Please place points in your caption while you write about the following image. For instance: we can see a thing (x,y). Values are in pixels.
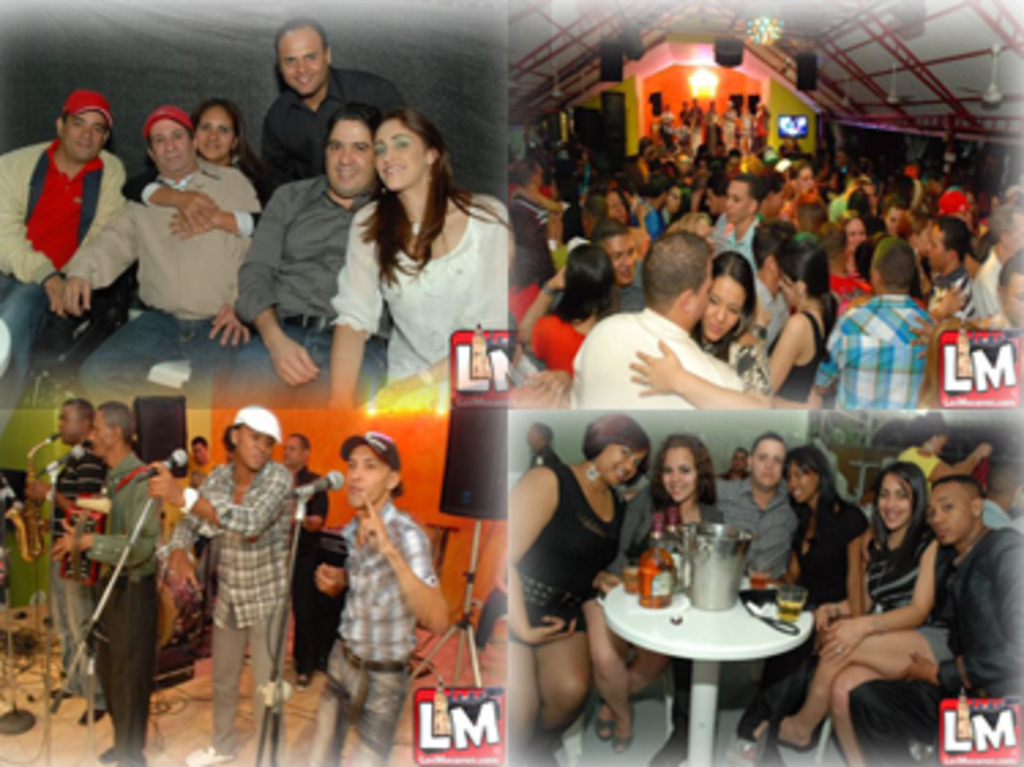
There are 4 images in this image. This is an edited image in the first image which is on the left side (323,221) there are people (303,232) sitting. In the second image on the top right corner (808,211) there are people (838,312) standing. In the bottom right corner (769,521) image people (587,634) are sitting and there is a table (726,642) on the table (742,619) there is a glass (791,603), bottle (648,573). In the bottom left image there are mikes (277,714). People (259,566) are singing something.
